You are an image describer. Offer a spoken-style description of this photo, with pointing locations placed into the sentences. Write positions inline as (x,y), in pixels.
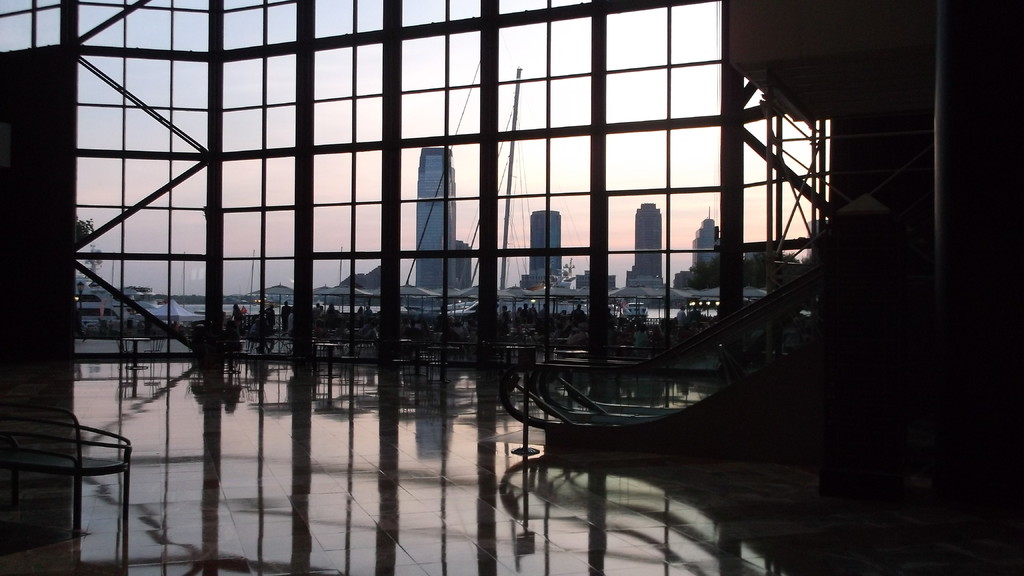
In this image there is floor (422,549) at the bottom (344,556). There is a metal object (78,471) on the left corner (53,460). There is an escalator (587,380) and it is dark on the right corner (893,259). There is glass (522,283) in the background (459,274) in which we can see buildings (433,282), people (326,317), tables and sky (609,266).
